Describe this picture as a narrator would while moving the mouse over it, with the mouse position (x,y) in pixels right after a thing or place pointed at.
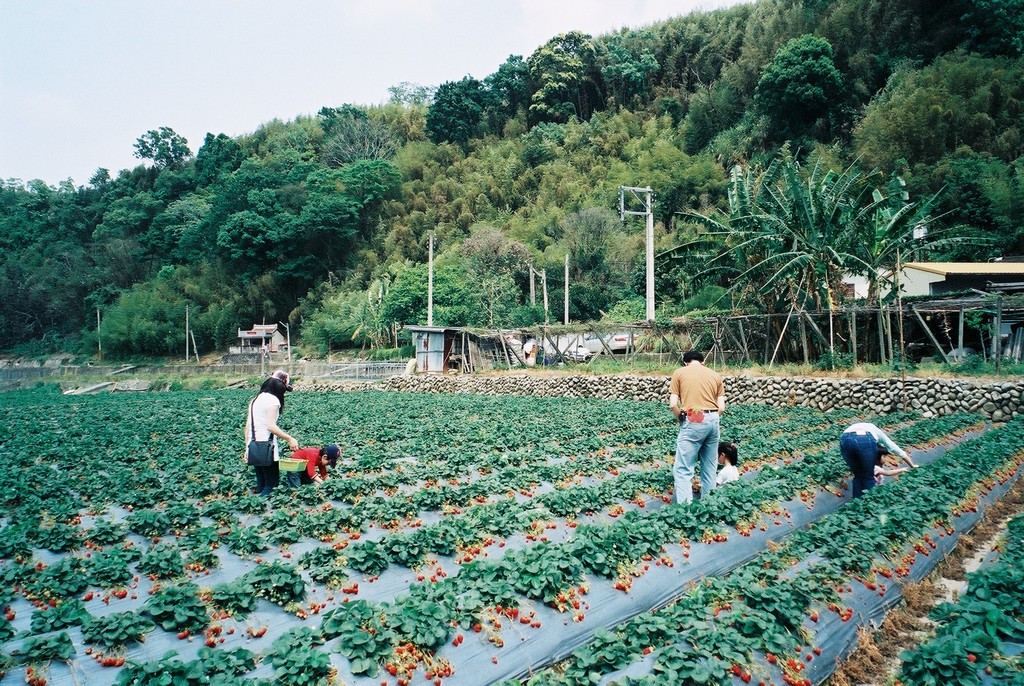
In this image there are few people (862,472) plucking strawberries (582,473) from the plants (554,573) and few (261,483) are standing. In the background (480,341) there are trees (389,341), plants (667,336), buildings (955,276) and a few sheds (975,273).
